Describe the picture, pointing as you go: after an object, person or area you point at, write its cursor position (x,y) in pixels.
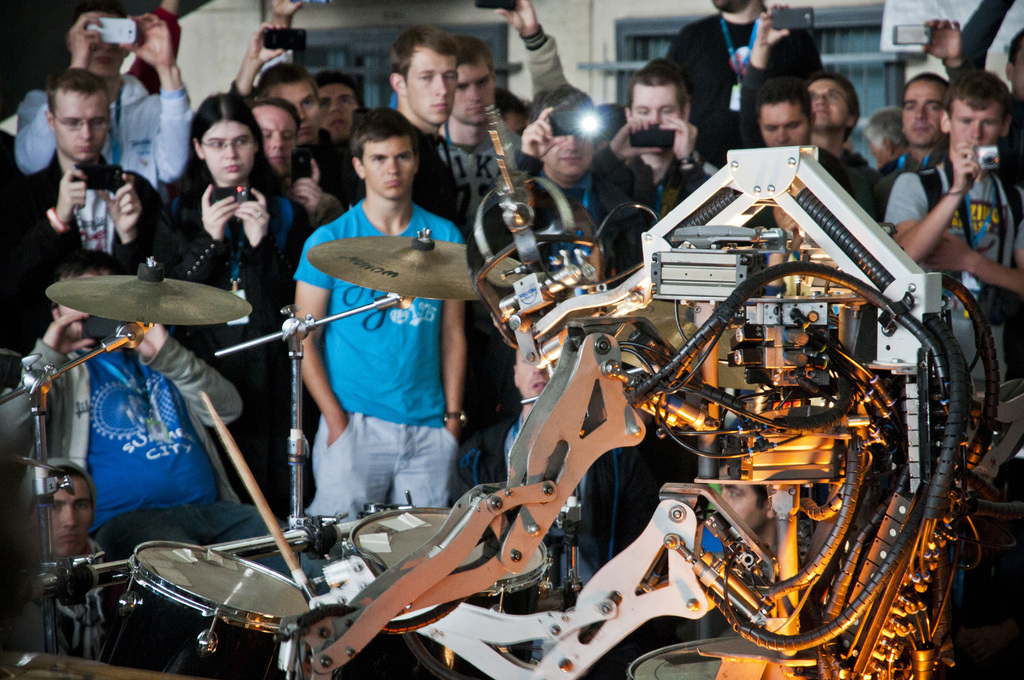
In this image there is an automated machine (611,420) which plays the drums (371,557) by itself. In the background (319,146) there are so many people (454,141) who are taking the pictures with the camera (120,41). Behind them there are windows (374,44).
